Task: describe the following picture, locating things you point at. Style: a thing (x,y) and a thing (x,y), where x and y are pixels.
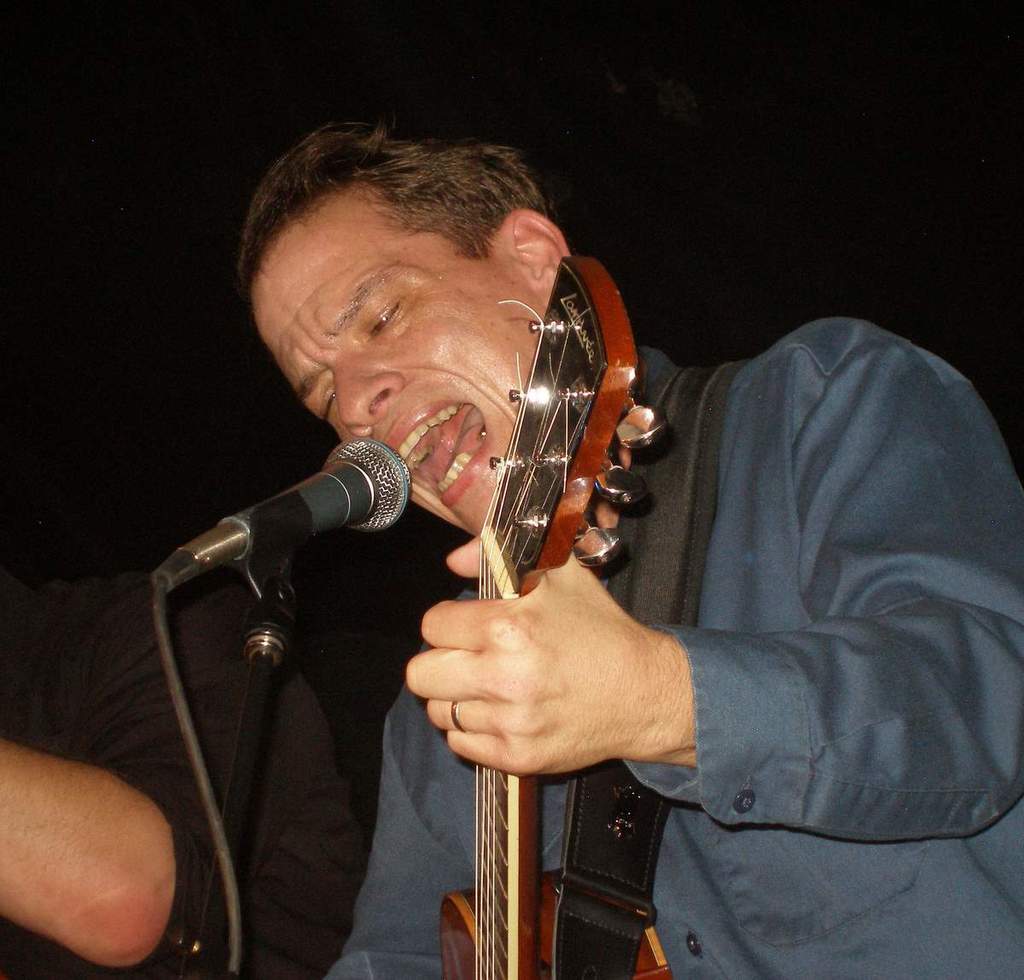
This picture shows a man (798,972) playing guitar (536,320) and singing with the help of a microphone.
